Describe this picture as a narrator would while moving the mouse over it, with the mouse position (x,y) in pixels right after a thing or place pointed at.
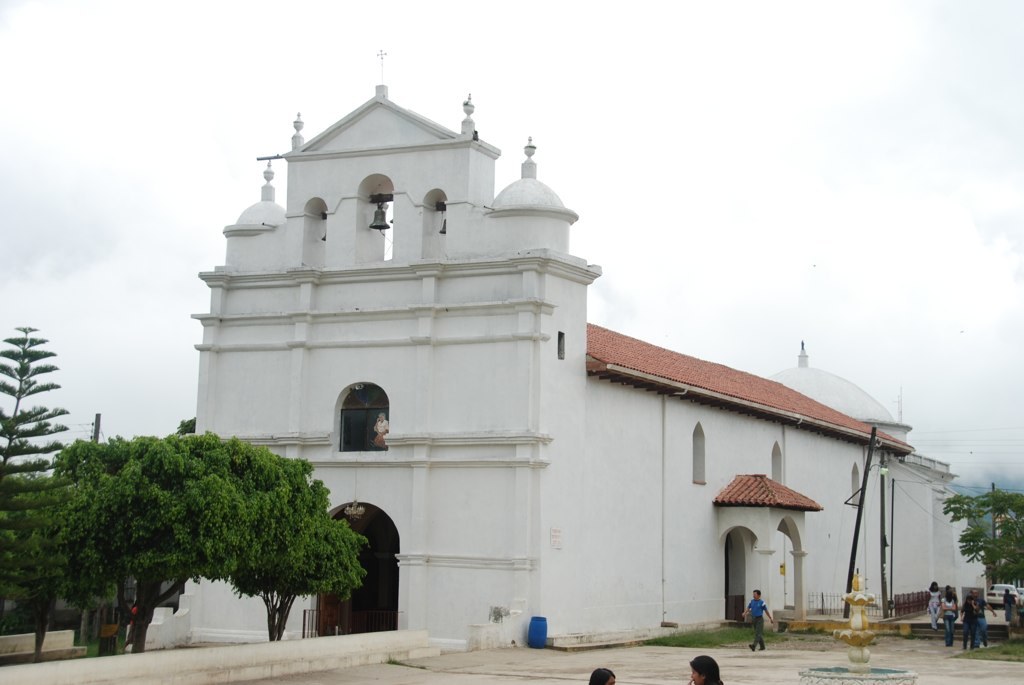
In this image, we can see a white color building (659,485). There are some trees (66,454) and poles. We can also see a few people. We can also see the sky (867,159).
